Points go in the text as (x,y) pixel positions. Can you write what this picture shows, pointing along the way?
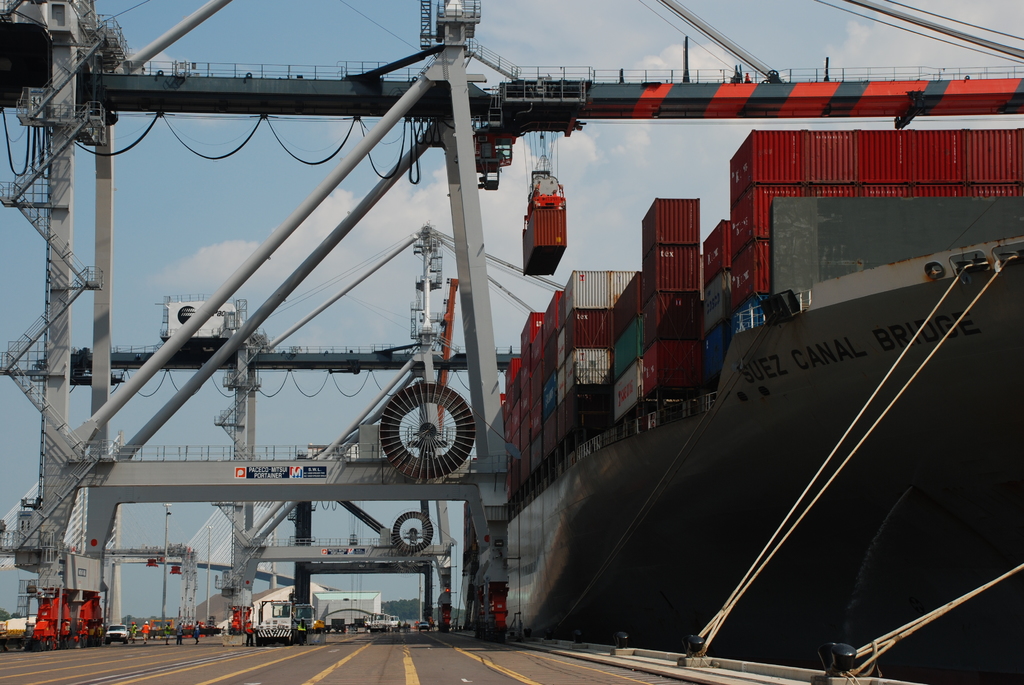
On the right side of the image (794,382) there are many containers (723,255) on a ship (810,427). At the bottom (168,627) there are few vehicles (118,628) and people (178,637) on the ground (202,671). On the left side (178,362) there are many metal poles (249,269) and also I can see the bridges (255,476). At the top of the image (243,203) I can see the sky (195,230) and clouds (206,257).
